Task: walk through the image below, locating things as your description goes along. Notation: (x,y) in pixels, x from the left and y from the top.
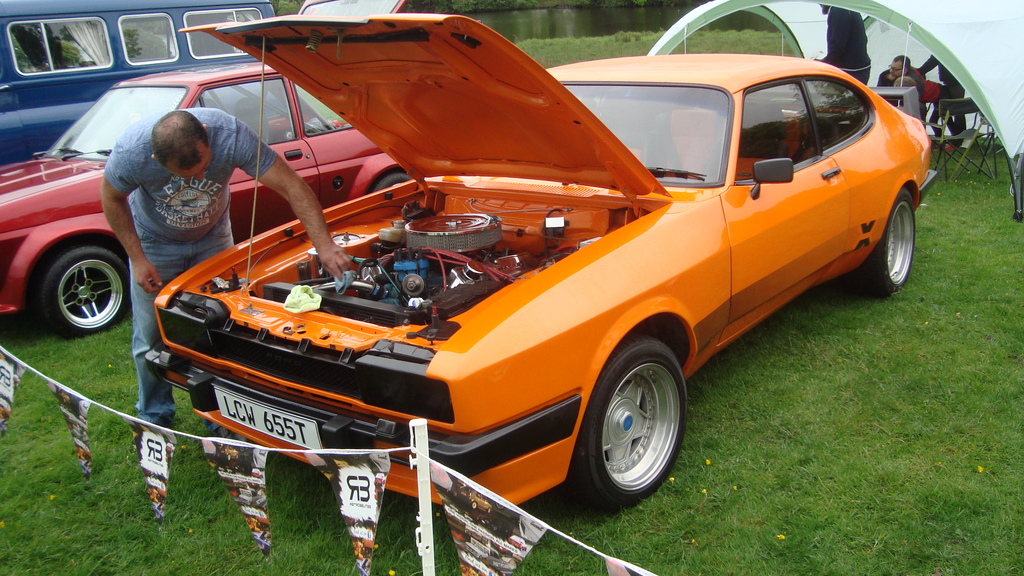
In this picture we can observe an orange color car (587,265) placed on the ground (699,472). There is some grass (806,436) on the ground (914,396). We can observe a man (152,188) standing near his car (486,247). There is a maroon color car (68,214) behind him. In the background (982,76) we can observe a tent (891,58) under which there are some members (860,53) sitting and standing.
